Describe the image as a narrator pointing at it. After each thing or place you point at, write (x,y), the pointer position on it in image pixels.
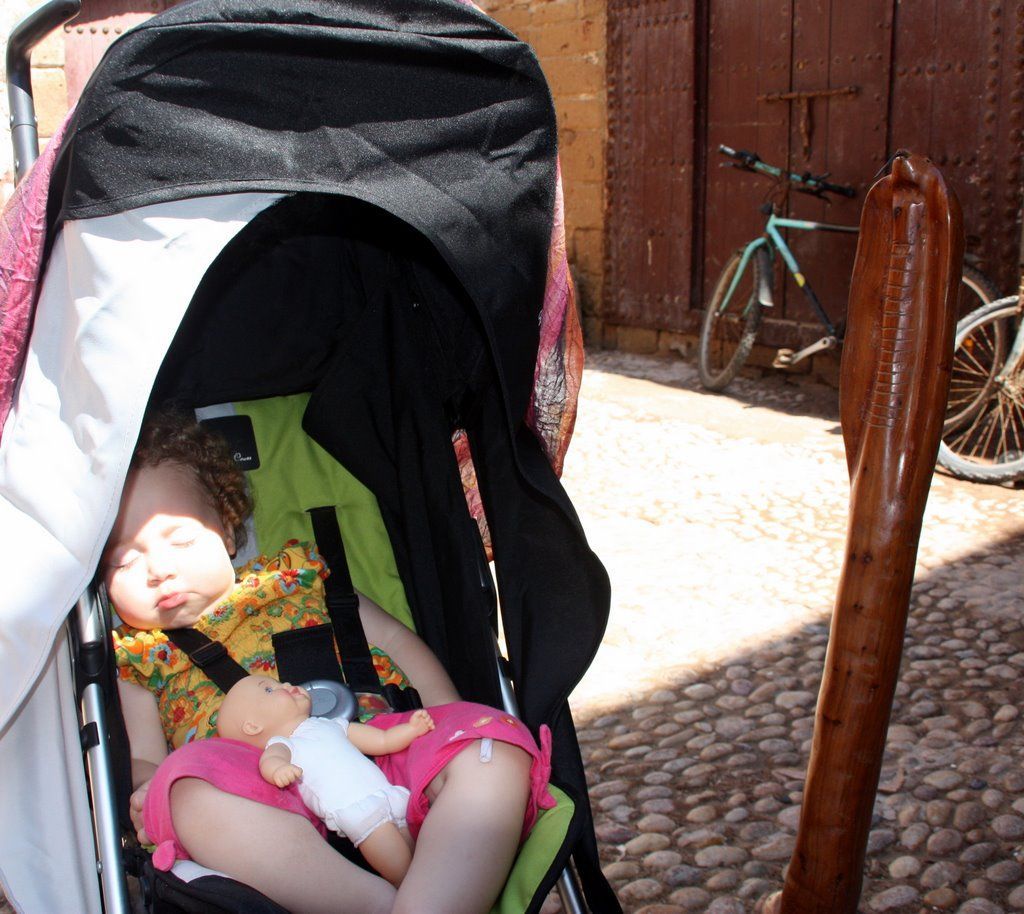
In this image there is a baby (111,561) sitting in the baby trolley (254,523). There is a doll (332,748) on the lap (237,752) of the baby (259,769). Right side (867,471) there is an object (888,637) on the stone path (813,568). Right side (985,402) there are bicycles (1018,376) kept near the wall (594,163) having a door (809,95).
